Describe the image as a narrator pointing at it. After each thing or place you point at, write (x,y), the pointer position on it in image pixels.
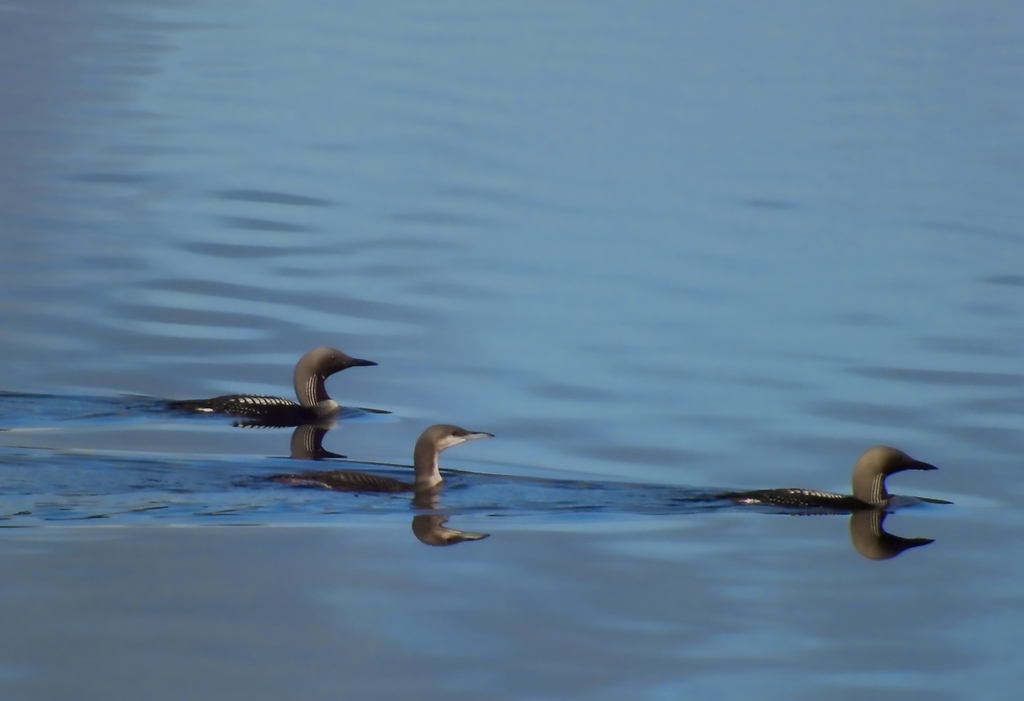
In this image we can see three birds (824,504) on the surface of water (204,435).
